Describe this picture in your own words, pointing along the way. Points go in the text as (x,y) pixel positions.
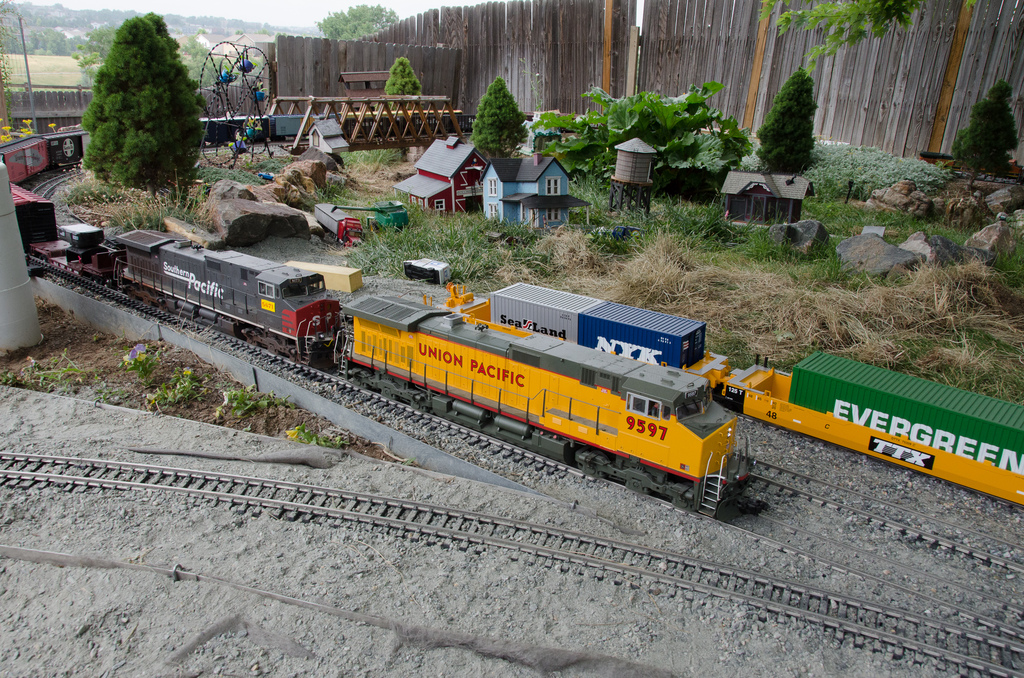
In this image there is a miniature art (453,333). There are trains (1019,485) on the rail track (724,587). There are buildings (535,220) and trees (149,144) on the grassland (711,224) having rocks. Left side (238,139) there is an object (247,149). Beside there is a bridge (359,105). Background (682,63) there is a wall (46,102). Left top there are trees (145,57) on the land (75,70). Behind there is a hill (218,26) having trees (176,19). Top of the image (245,12) there is sky (281,12).
